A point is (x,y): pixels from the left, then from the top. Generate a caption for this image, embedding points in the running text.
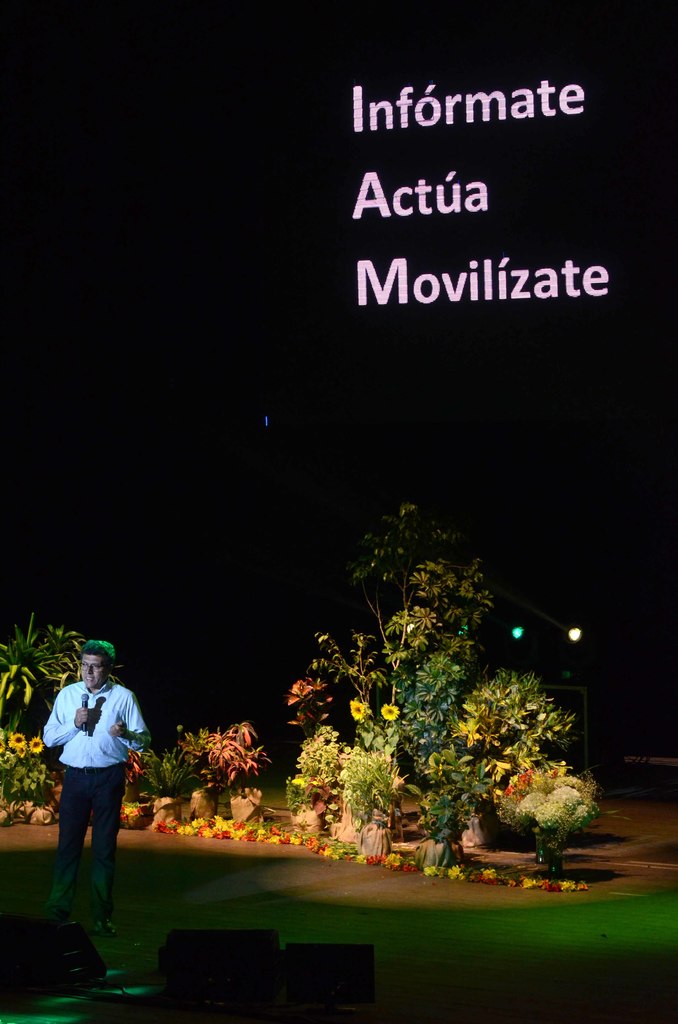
On the left side of the image (83,796), we can see a person (90,795) is holding a microphone (86,722) and talking. At the bottom (61,957), we can see few black objects (185,975). Background (36,785) there are few plants (387,782), flowers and lights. Here there is a dark view. Right side of the image (484,95), we can see some text (486,289).
